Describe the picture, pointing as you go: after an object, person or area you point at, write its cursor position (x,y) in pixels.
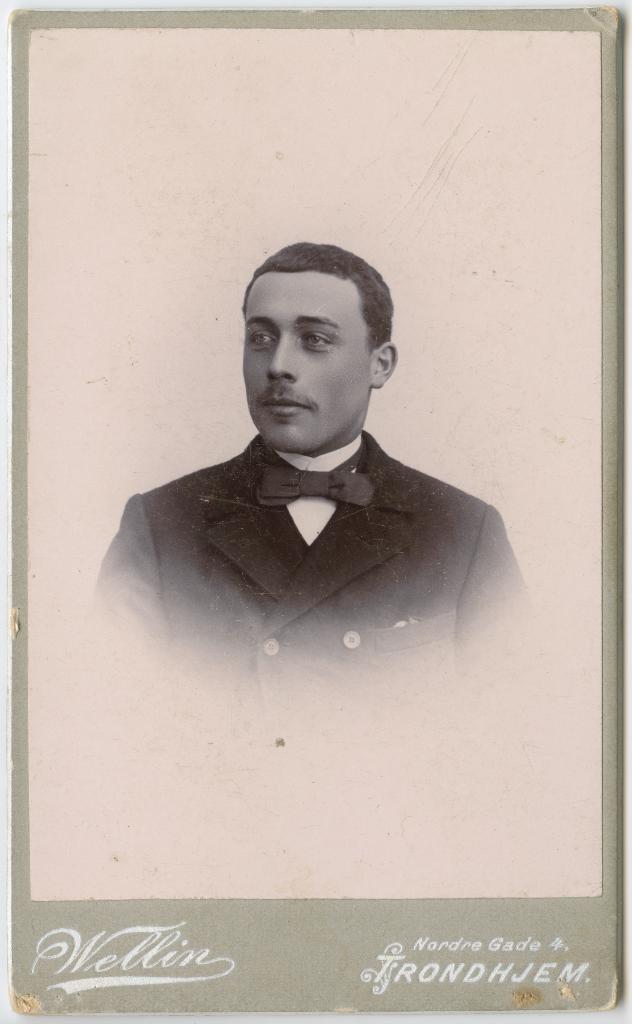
This image consists of a poster (254,715) in which there is a man (361,605) wearing a black coat (157,629). At the bottom (84,943), there is a text (516,945).
